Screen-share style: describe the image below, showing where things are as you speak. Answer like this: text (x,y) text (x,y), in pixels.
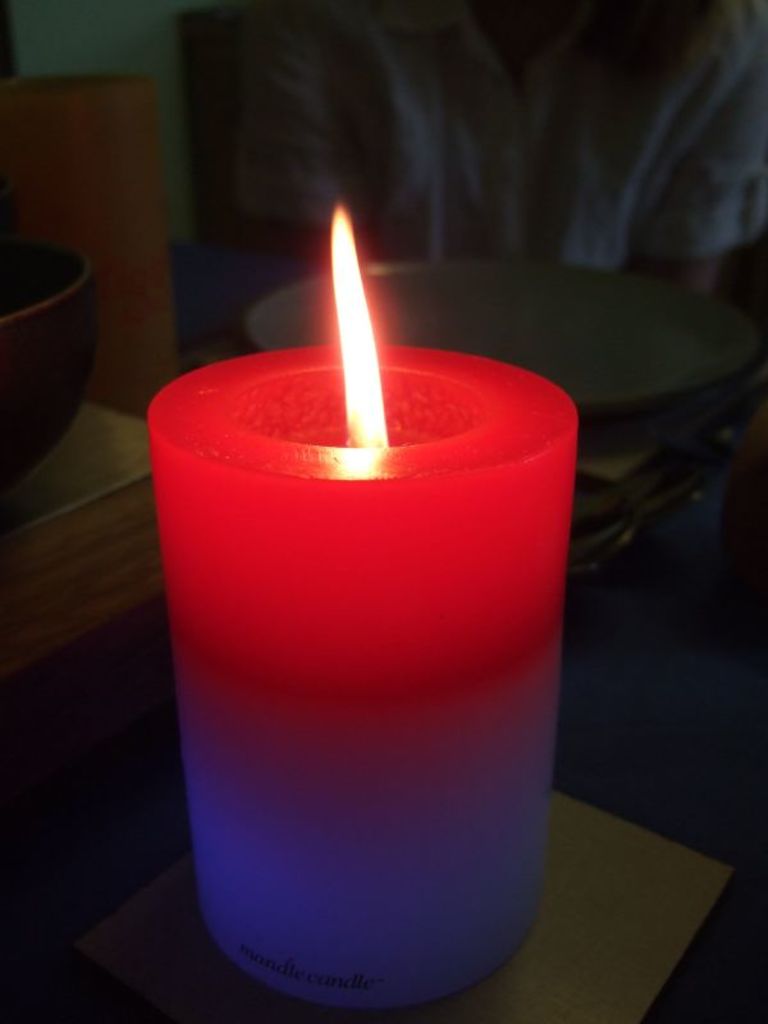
In this picture I can see a candle (368,670) and fire (361,404). In the background (630,328) I can see some objects (419,323).
